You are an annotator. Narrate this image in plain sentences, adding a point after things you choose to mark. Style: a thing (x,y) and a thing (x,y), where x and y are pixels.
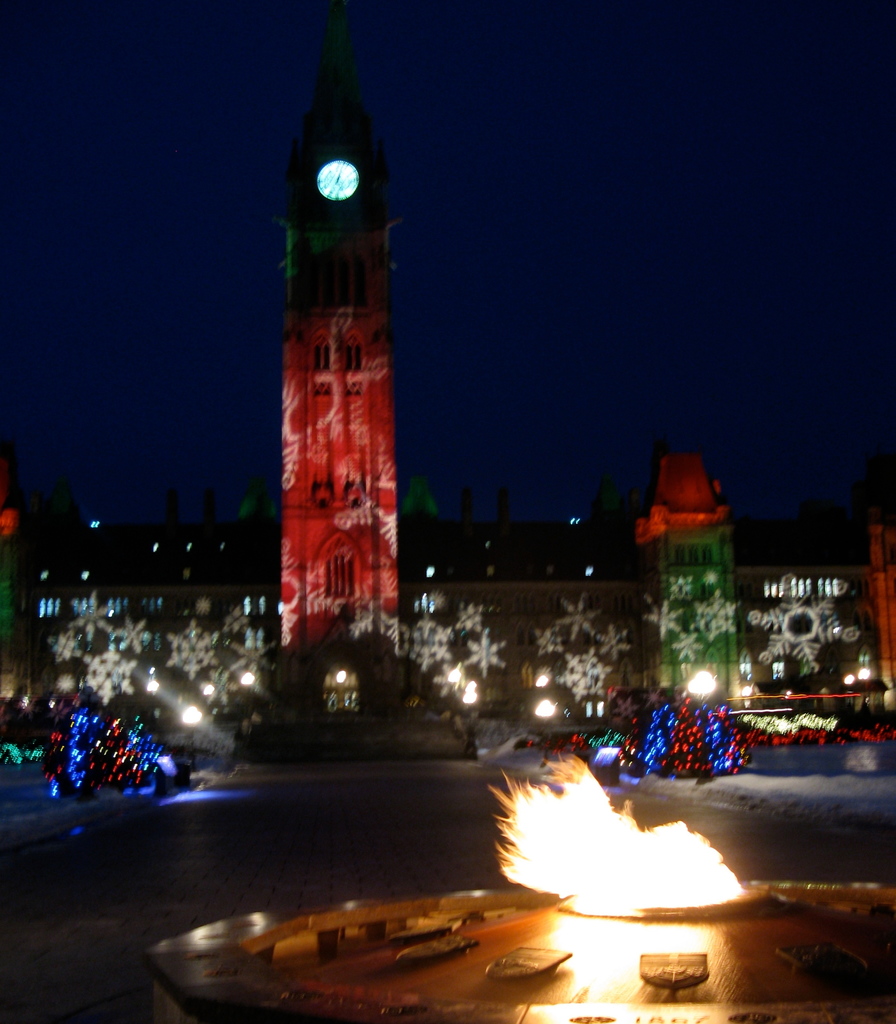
In this image we can see a building (402,534), tower (376,386), fire (604,818), roads (251,851), sky (632,351) and electric lights (739,747).
